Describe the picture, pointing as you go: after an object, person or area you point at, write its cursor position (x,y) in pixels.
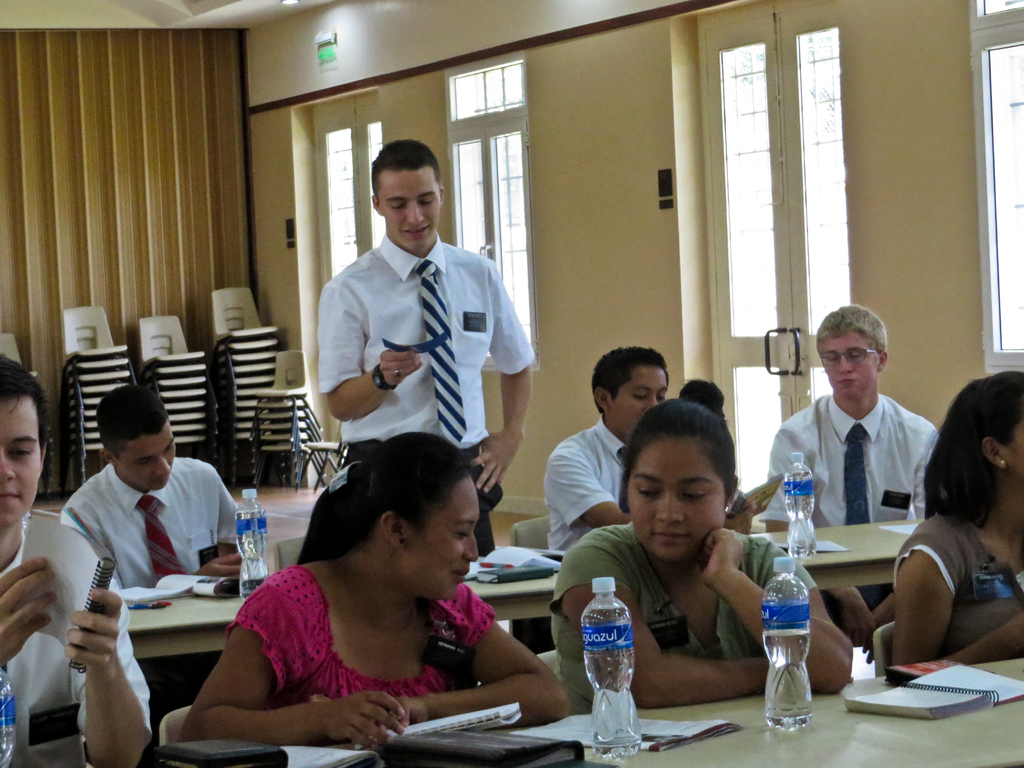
I think this picture is taken in a room (354,419). At the bottom (719,743), there are tables (682,756). On the tables (712,755), there are books (874,700), papers (673,746) and bottles (626,748). On the first table (781,729), there are three women (692,599) and a man (102,603). Woman (208,702) are wearing different colors of clothes (965,593) and all the men (325,365) are wearing white shirts (615,466) and ties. In the second bench (187,625), there are four men (407,377). Towards the top right (703,94), there is a wall (415,93) with windows (520,280). Towards the left (193,398), there are chairs (248,293).
